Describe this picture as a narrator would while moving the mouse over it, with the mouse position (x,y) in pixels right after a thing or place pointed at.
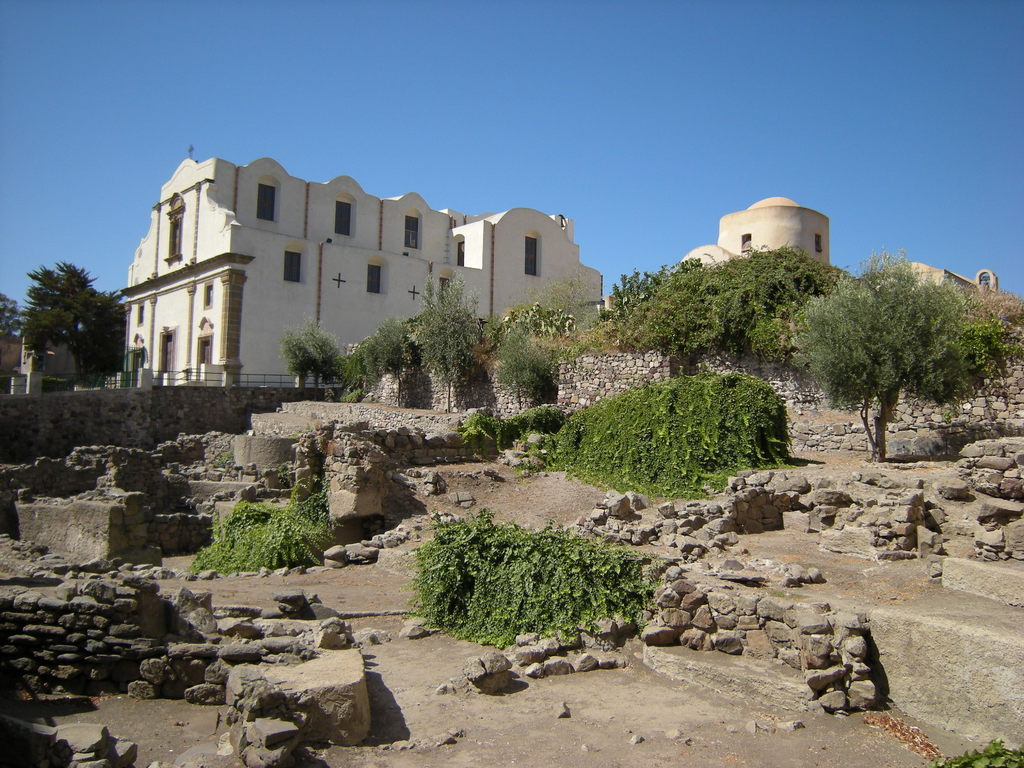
In this image there are rocks (333,660), trees (363,359) and buildings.
